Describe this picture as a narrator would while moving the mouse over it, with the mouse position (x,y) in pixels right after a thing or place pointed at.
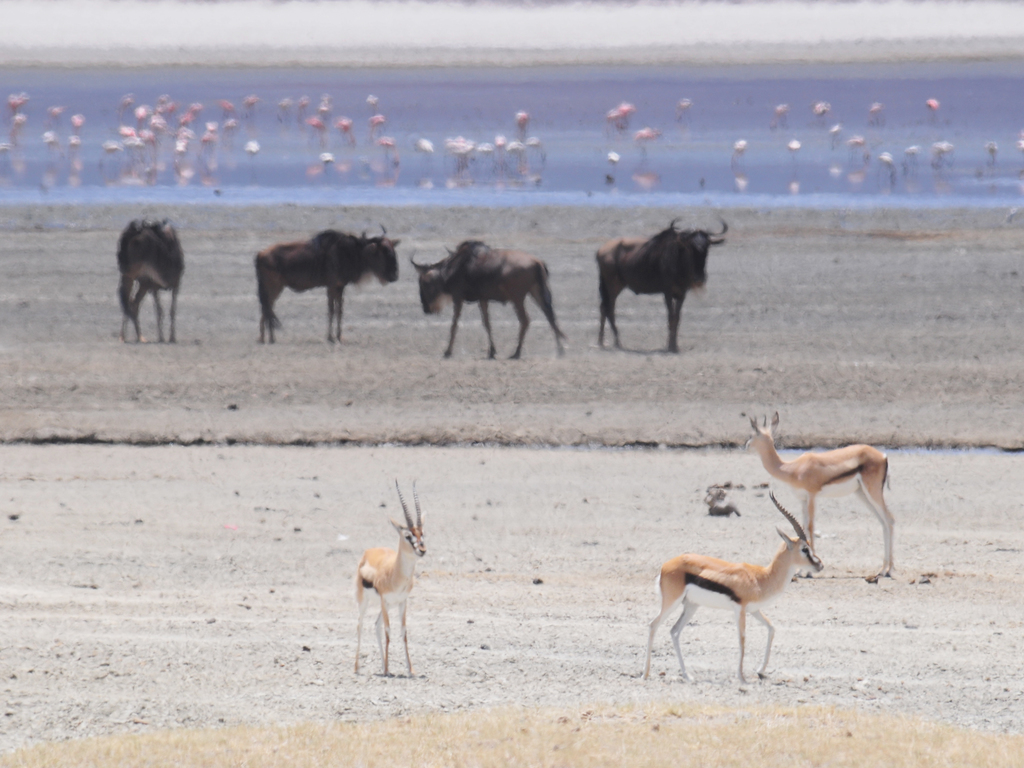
In this image we can see a few animals (669,320) on the ground (765,235) and also we can see the water (455,137) and some other objects (495,139).
